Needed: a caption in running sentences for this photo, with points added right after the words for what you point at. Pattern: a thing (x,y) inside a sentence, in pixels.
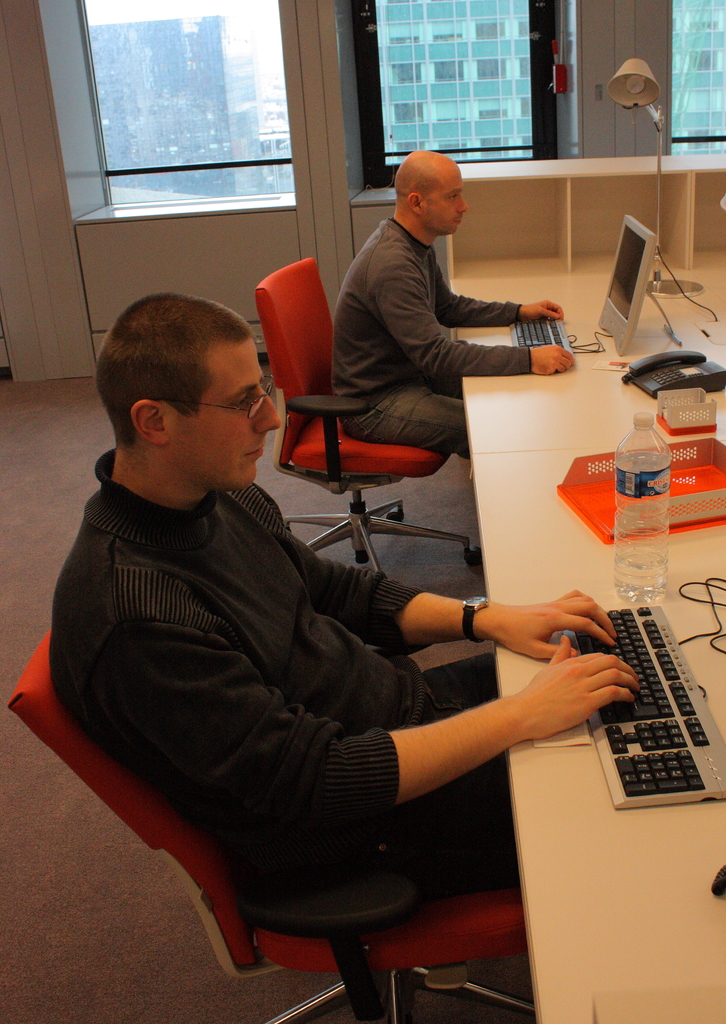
This image consists of tables (688,888), chairs (400,528), windows (508,20) on the top (407,4). On that chairs (301,299) there are two people (398,719) sitting and on the tables (587,319) there are systems (610,309), monitors (634,322), keyboards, water bottle (647,455), land phone (656,375). People (440,358) they are working in two systems (633,615).
